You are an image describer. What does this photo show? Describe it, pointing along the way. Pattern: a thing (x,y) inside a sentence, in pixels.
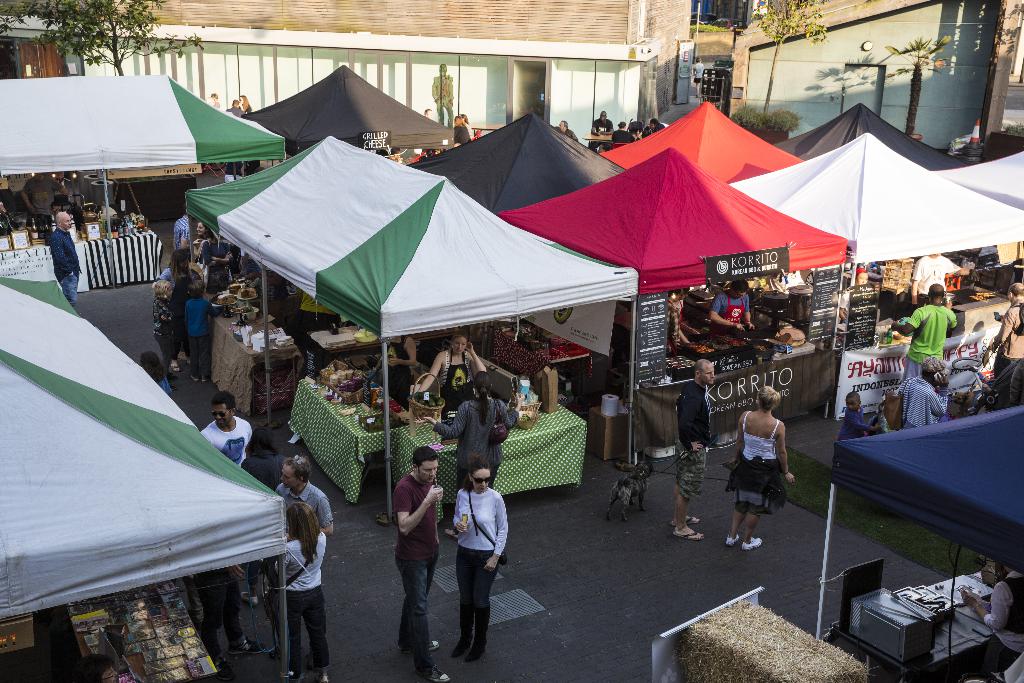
There are tents (191,113) in different colors, arranged. Under which, there are some objects (363,335) arranged on the tables (576,441) and there are persons (932,354). Beside these tents (243,186), there are persons (936,370) on the road (373,618). In the background (891,29), there are trees (769,25) and buildings (316,11).
